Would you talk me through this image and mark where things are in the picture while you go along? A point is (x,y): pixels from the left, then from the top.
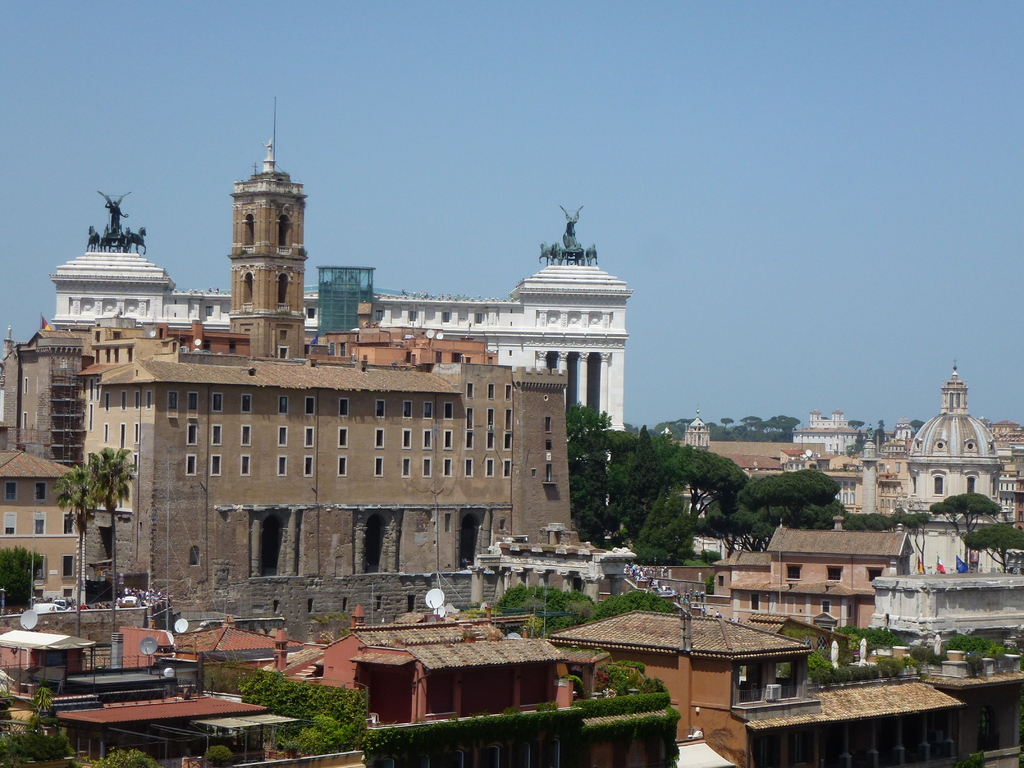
In this image we can see some buildings (684,670) and there are some trees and at the top (246,163) we can see the sky (249,73).
